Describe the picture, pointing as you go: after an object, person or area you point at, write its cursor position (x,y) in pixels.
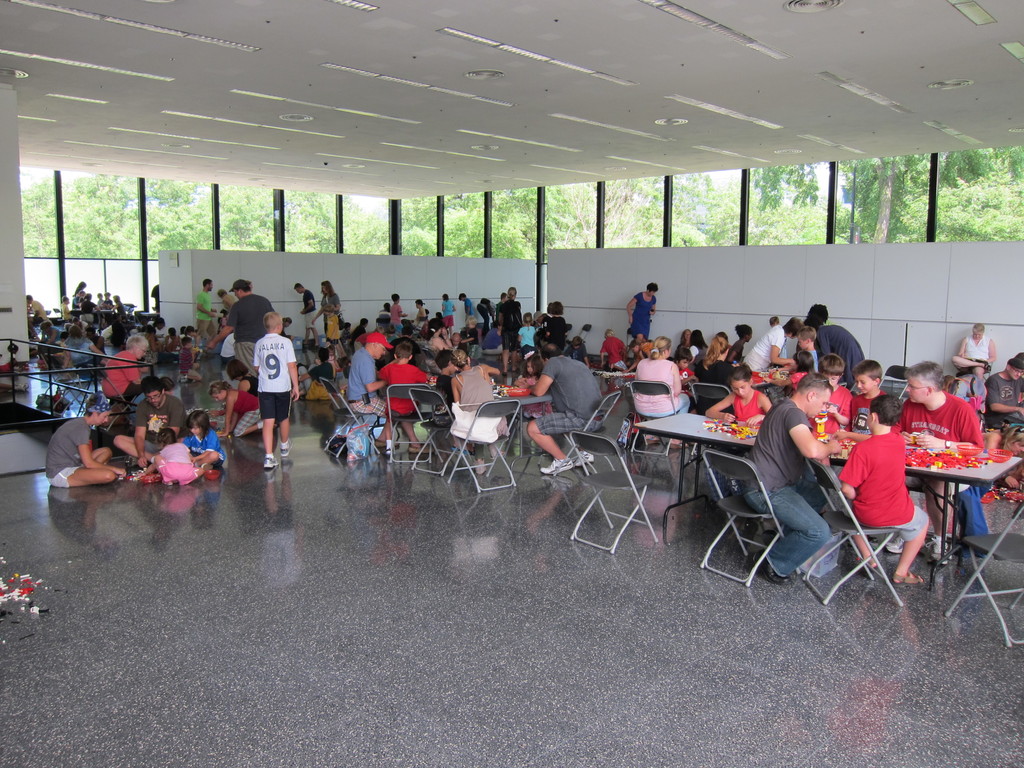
In this picture I can see a group of people (540,389) are sitting on the chairs (489,411) and also there are tables (520,402). In the background (954,230) there are glass walls (444,249), outside these walls (519,197), I can see the trees (701,241). On the left side (72,485) few people (201,456) are sitting on the floor (180,503).
